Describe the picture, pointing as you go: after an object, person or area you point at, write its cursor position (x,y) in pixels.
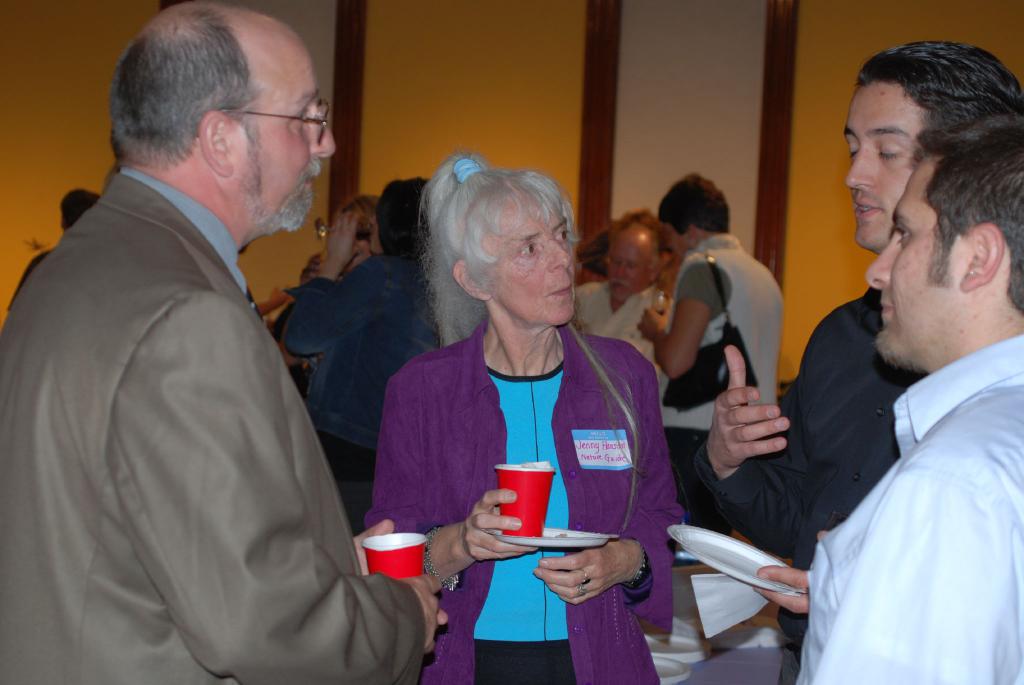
In this image I can see a woman (508,413) wearing blue dress (527,422), violet jacket (491,435) and a person (221,401) wearing grey colored jacket (184,406) are standing and holding red colored cups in their hands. I can see few other persons (938,449) standing on the right side of the image (886,491). In the background (757,332) I can see few other persons (700,295) standing and the wall (421,82) which is yellow, brown and cream in color.
